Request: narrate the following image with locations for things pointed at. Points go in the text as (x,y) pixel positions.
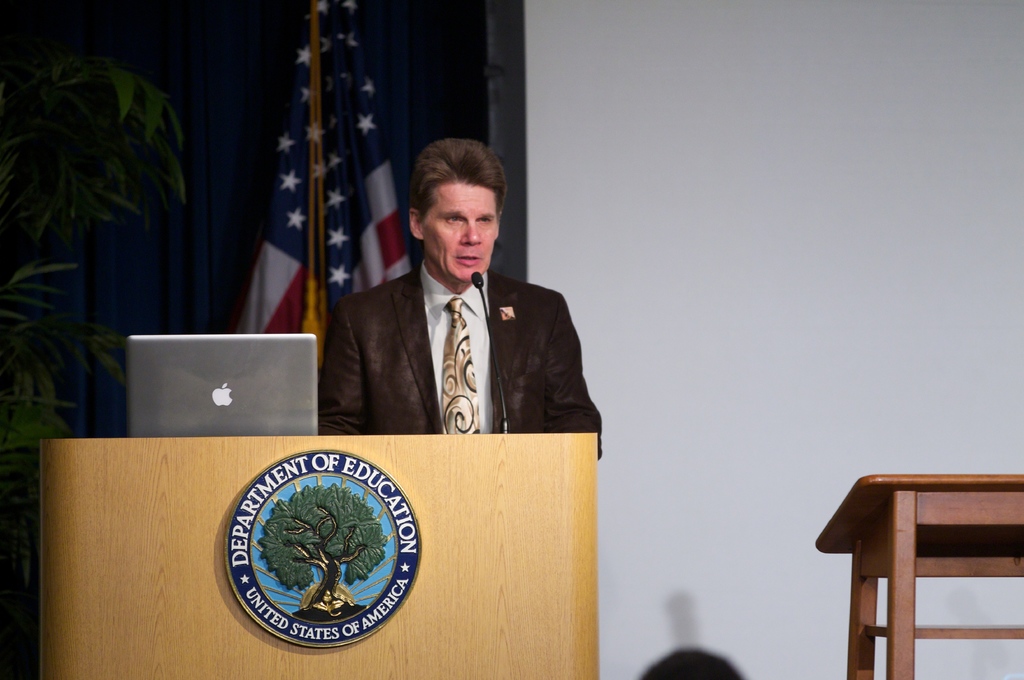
In the picture we can see a man (465,314) wearing suit (508,405) standing behind wooden podium (108,491) on which there is microphone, laptop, on right side of the picture (897,663) there is a table (885,631) and in the background of the picture (20,160) there is plant (24,105), flag (356,99) and there is a wall (792,108).
